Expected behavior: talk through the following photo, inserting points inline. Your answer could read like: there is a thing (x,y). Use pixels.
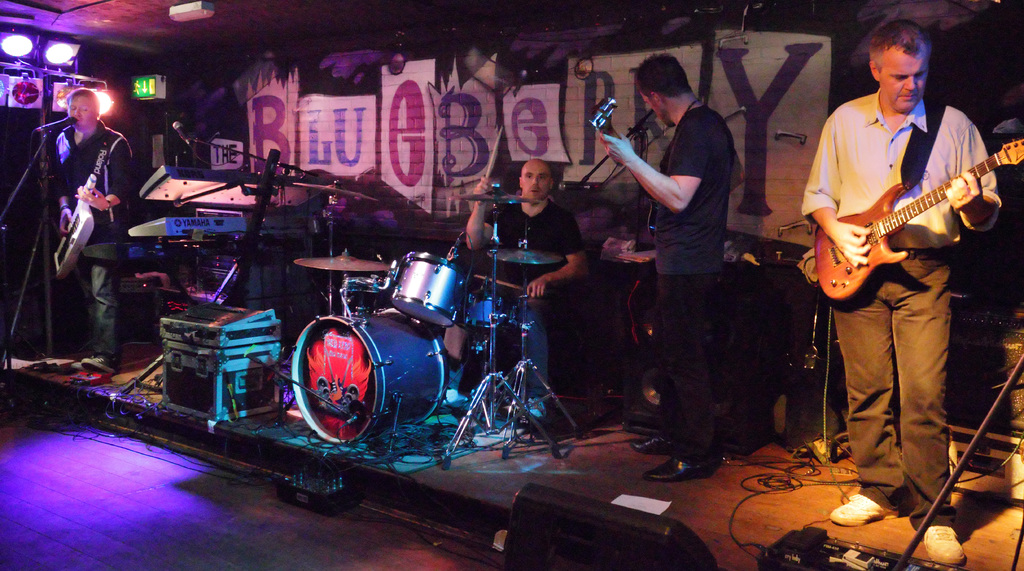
In this picture, there is a music band (878,318) consisting of four men (724,220). One is guitarist (870,412) and the other one (699,283) is holding something in his hand (614,149). Third one (547,238) is playing drums (422,311) and the fourth one (74,175) is playing a hand piano (80,228). Everyone is having a microphones (63,122) in front of them.
